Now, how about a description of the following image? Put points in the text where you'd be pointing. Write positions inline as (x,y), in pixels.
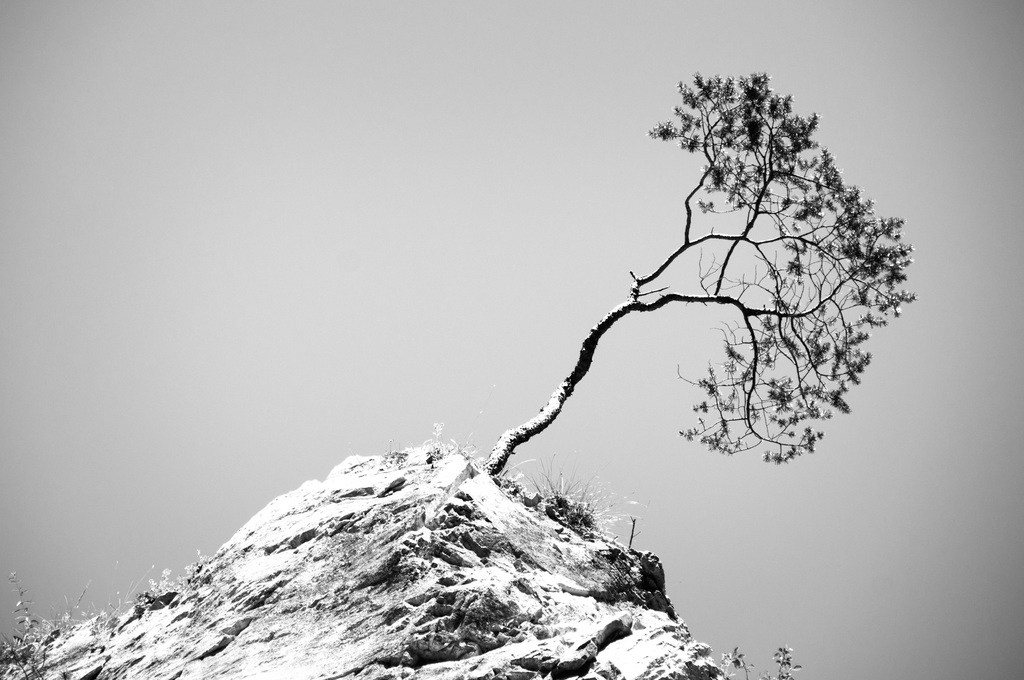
In this picture there is a tree (750,107) on the mountain (489,508). At the bottom left corner (51,631) we can see grass (6,654). In the back (439,217) we can see sky (283,212).
